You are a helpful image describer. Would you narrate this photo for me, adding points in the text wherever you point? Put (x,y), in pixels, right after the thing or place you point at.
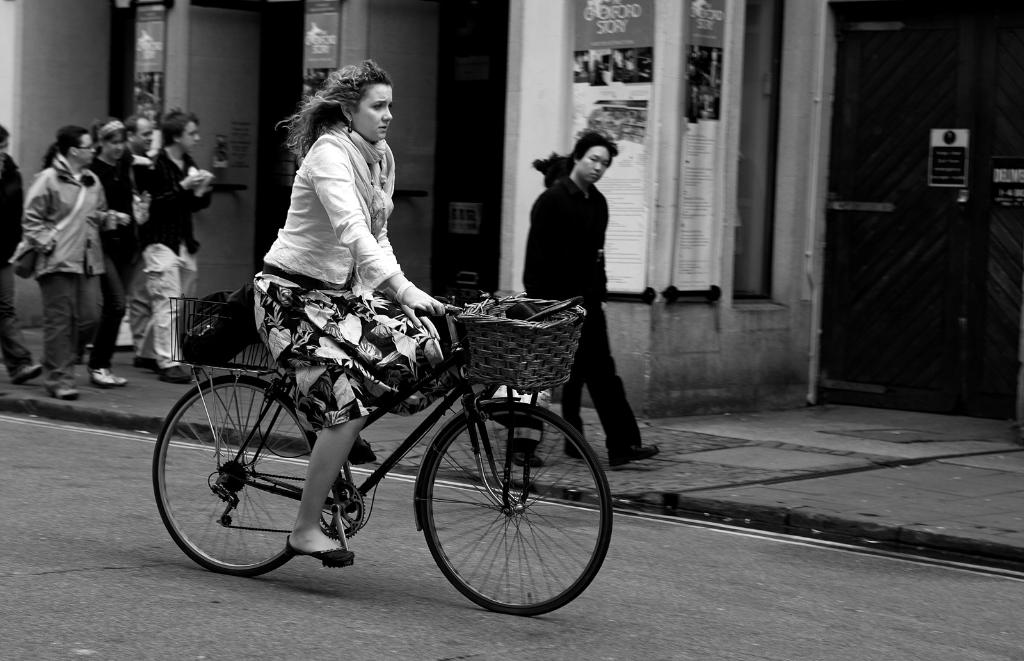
A lady (306,182) is riding a bicycle (488,455) with a wooden compartment (526,352) in front of the cycle (467,340). In the background (32,331) there is a pedestrian walk way (864,474) and people (137,190) are walking around it. There are few shop (743,138) in the background (593,30).
